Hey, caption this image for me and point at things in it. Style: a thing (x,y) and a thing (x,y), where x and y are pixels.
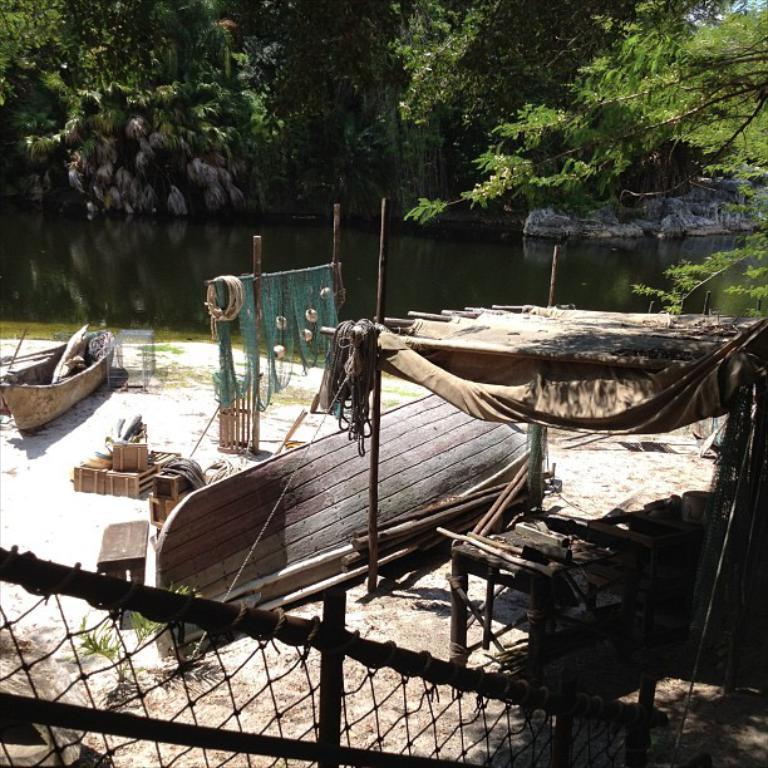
In this picture we can see few boats (273,484) and nets (296,356), in the background (546,260) we can find water (437,274), few rocks (550,228) and trees (540,114).
